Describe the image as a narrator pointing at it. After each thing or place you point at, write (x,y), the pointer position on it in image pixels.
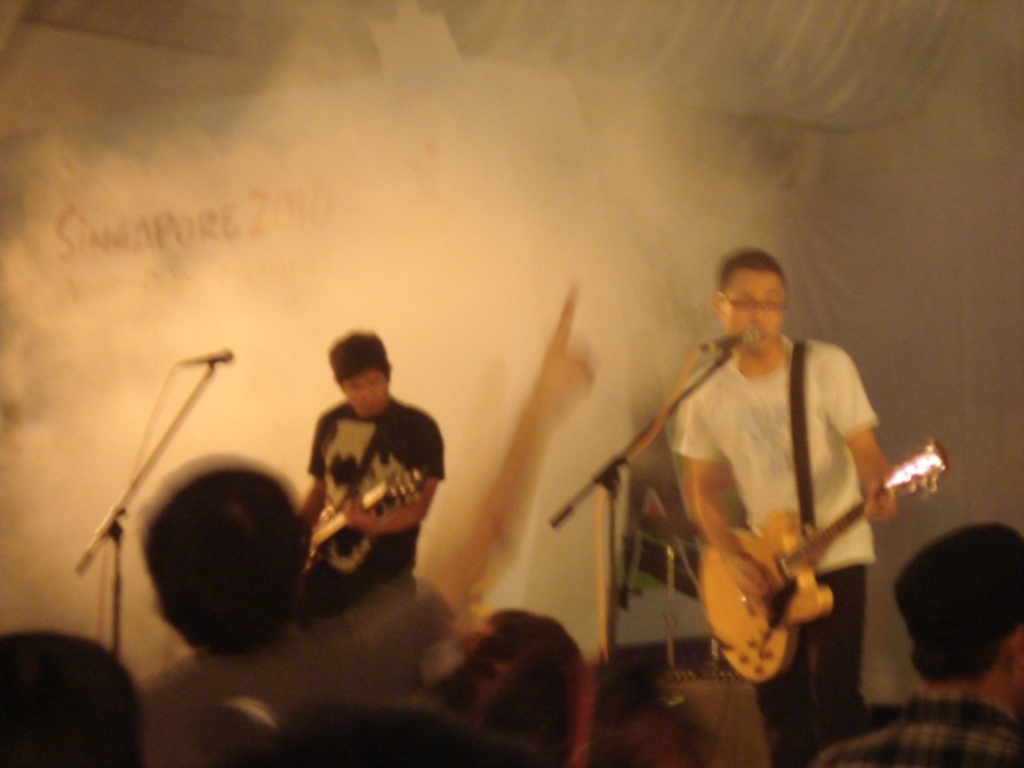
2 people (689,470) are playing guitar (741,608). at the front (628,662) people (529,691) are standing and watching them.
